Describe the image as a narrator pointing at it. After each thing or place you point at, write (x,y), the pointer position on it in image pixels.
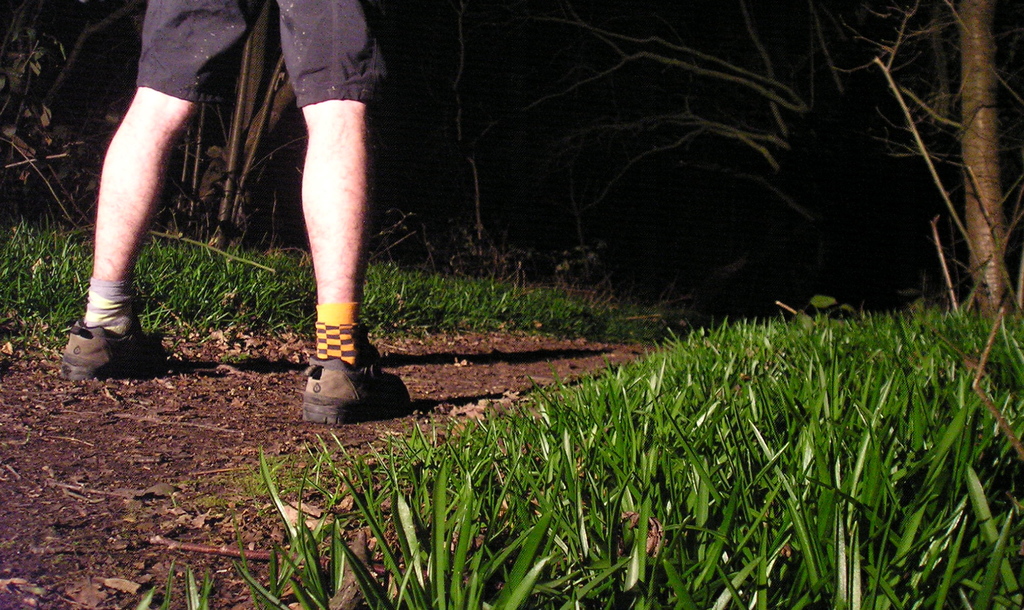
In this picture we can see legs (174,140) of a person (316,212), and the person (110,331) wore shoes (97,344), and also we can see grass (749,361) and trees (886,128).
